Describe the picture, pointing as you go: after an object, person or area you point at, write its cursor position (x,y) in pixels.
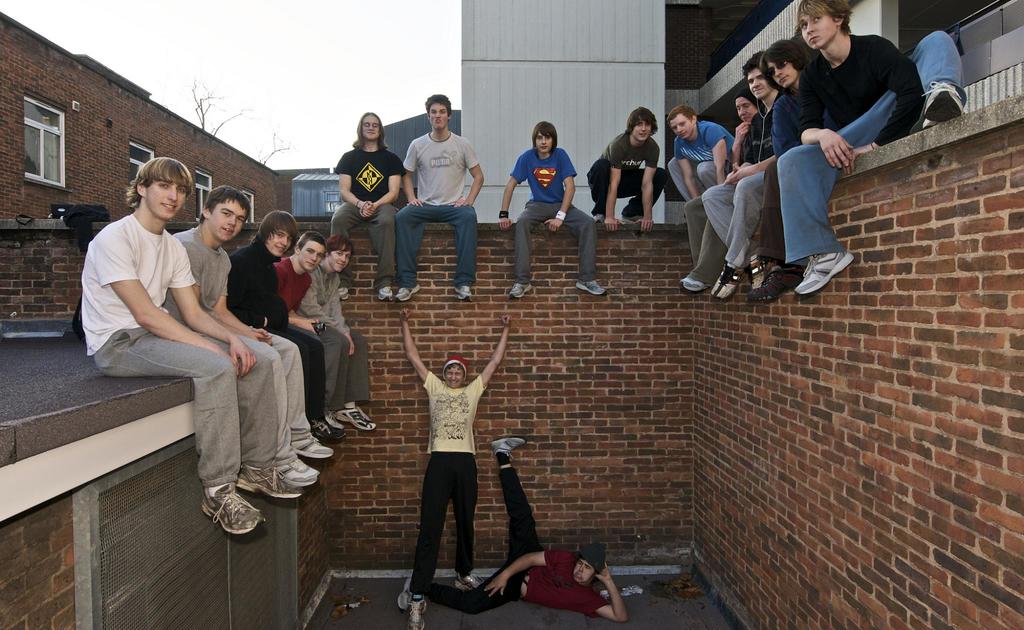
In this image I can see group of people (454,153) sitting, in front (462,468) the person (462,442) is standing and the person (460,422) is wearing yellow shirt (449,448), black pant (439,477). Background (651,437) the wall (596,401) is in brown color and I can see few buildings (601,95) in gray color, dried trees (201,124) and the sky (271,47) is in white color.
